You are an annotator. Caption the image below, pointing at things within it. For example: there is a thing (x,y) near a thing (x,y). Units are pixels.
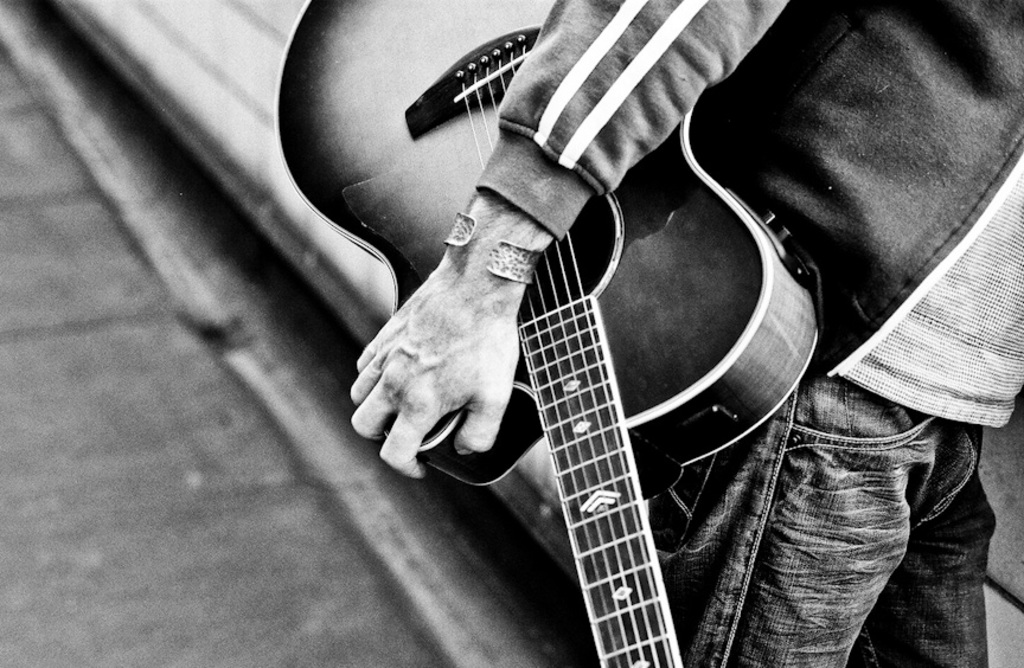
a person (807,126) is holding a guitar (553,330) in his hand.
